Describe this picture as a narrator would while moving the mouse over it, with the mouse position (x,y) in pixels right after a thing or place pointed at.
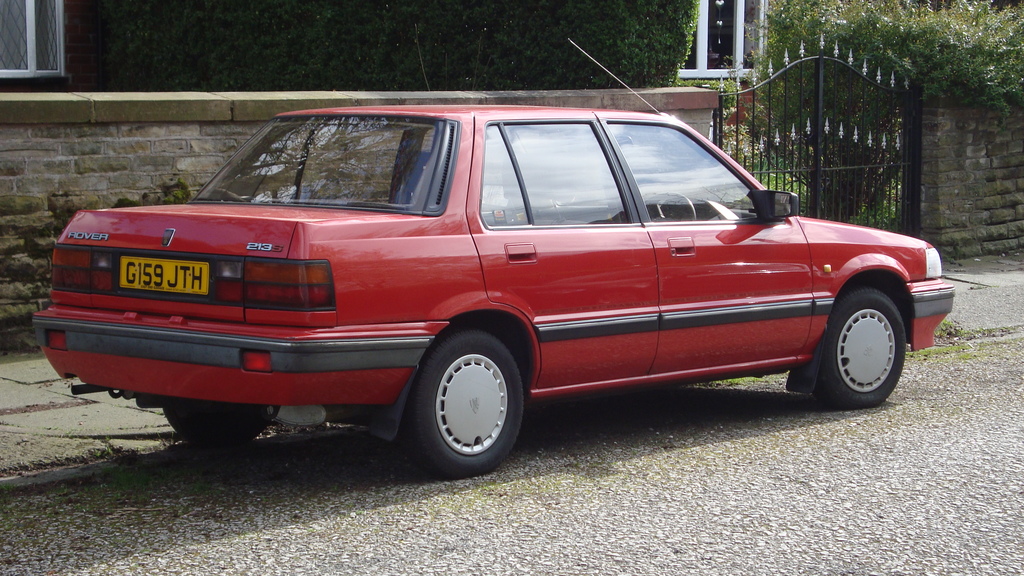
There is a road (683,478). On the side of the road (773,431) there is a car (475,266). Near to the car (807,237) there is sidewalk (60,413). Also there are walls (628,103) and gate (729,121). In the back (437,37) there are trees (554,35) and building (12,59) with windows (726,29).
